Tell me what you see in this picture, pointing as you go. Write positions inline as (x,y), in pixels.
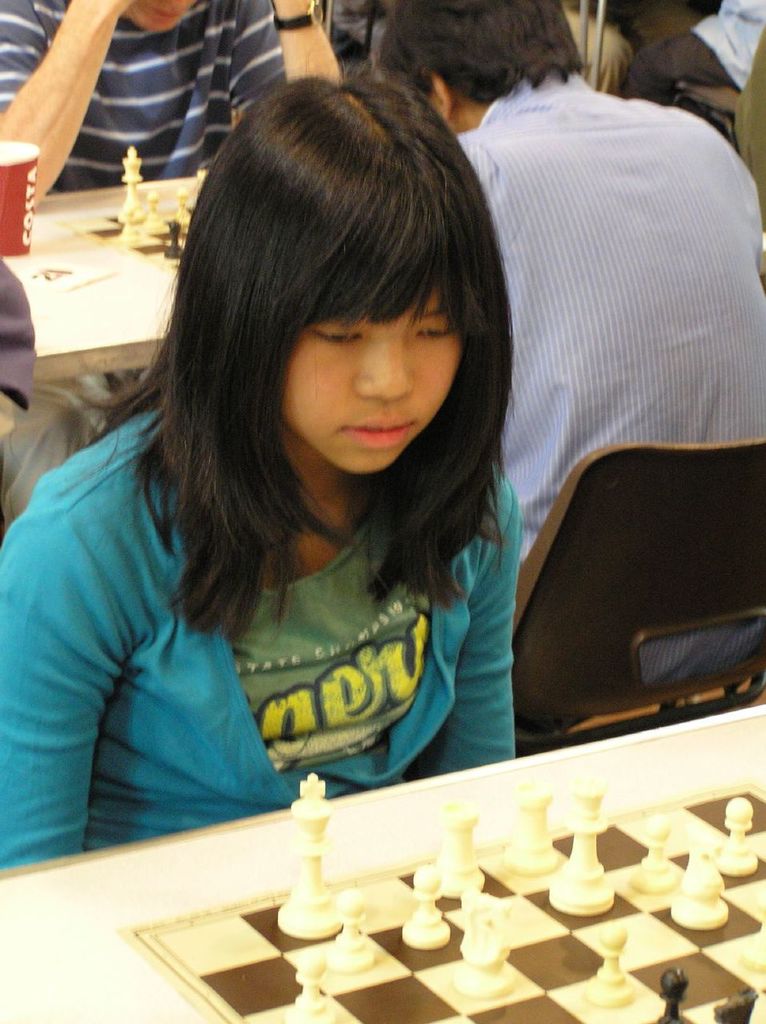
people (431,603) are sitting. in front of them there is chess board (535,882).
